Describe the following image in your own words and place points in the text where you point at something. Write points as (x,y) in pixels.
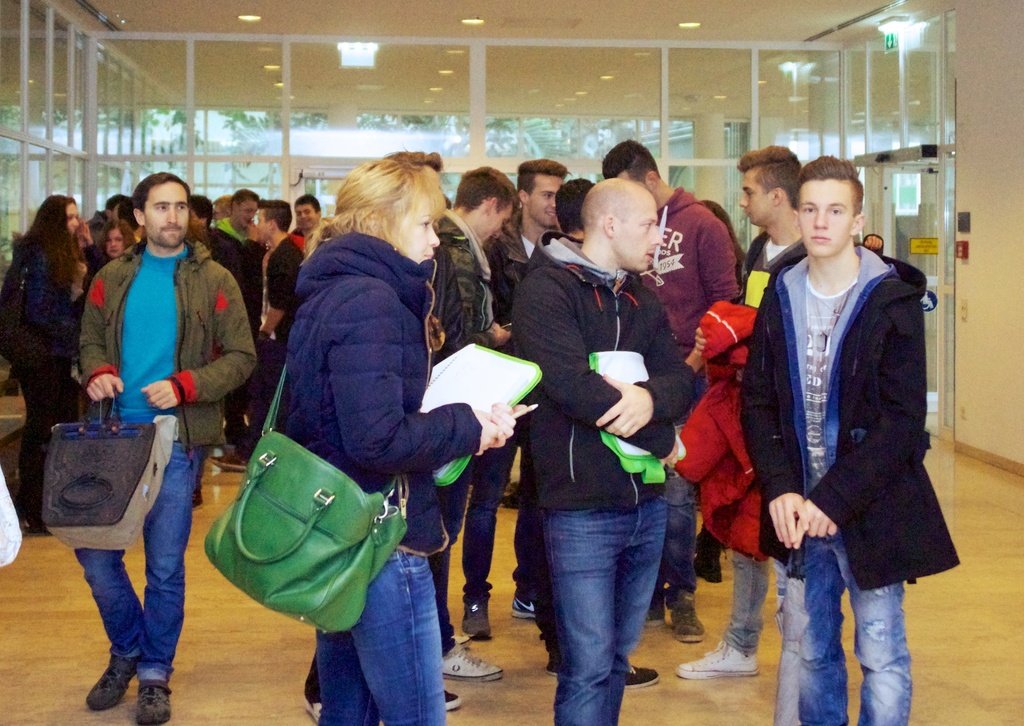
Here we can see that a group of people (530,206) standing on the floor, and at back (320,174) there is the door (333,178), and at top (261,20) there are the lights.
